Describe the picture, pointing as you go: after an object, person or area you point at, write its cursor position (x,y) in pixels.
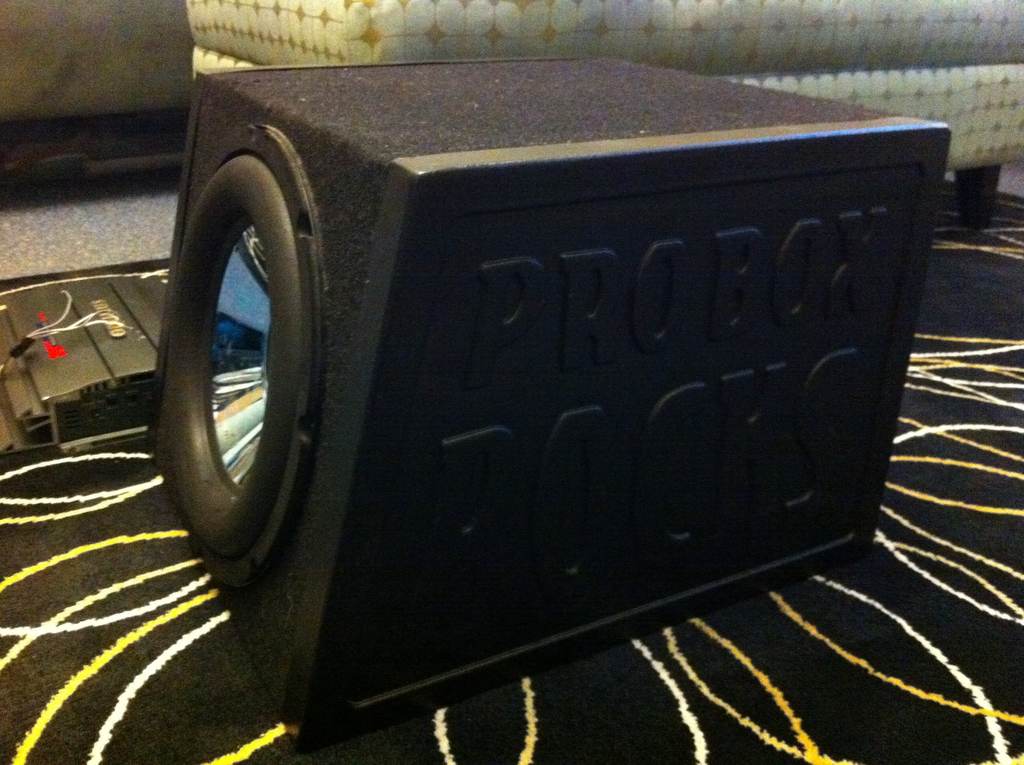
in the picture there was a sound box (475,351) present on the rug (982,592).
